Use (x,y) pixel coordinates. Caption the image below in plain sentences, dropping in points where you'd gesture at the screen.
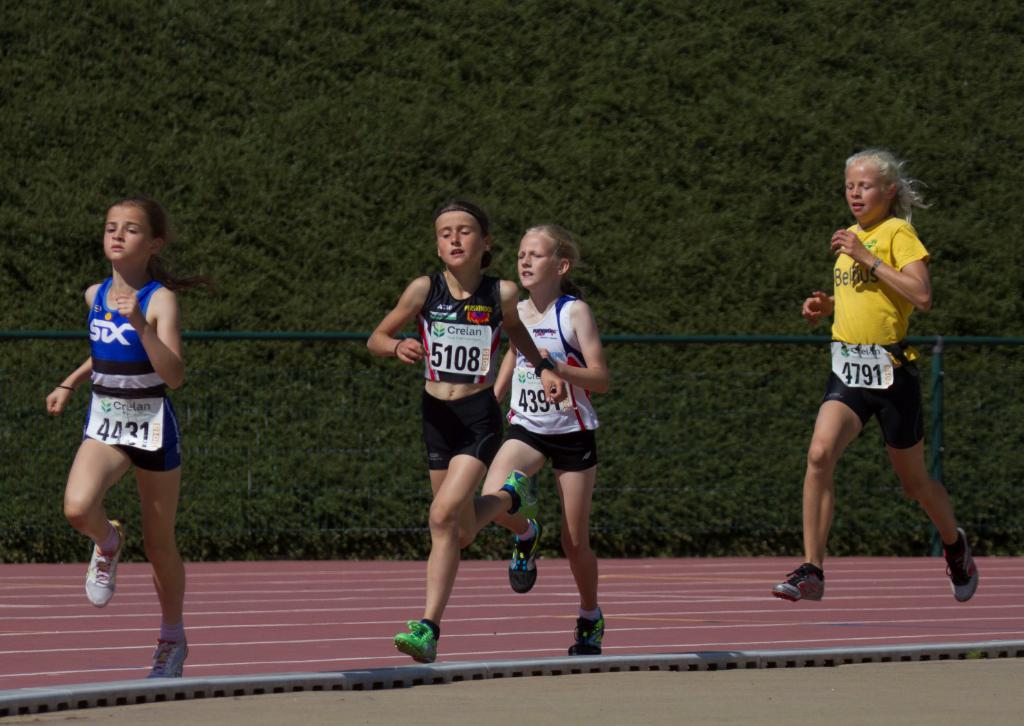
In this image we can see a few people (415,343) running, there is a pole (938,356) and a metal rod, in the background (620,323) we can see some trees (736,418).
